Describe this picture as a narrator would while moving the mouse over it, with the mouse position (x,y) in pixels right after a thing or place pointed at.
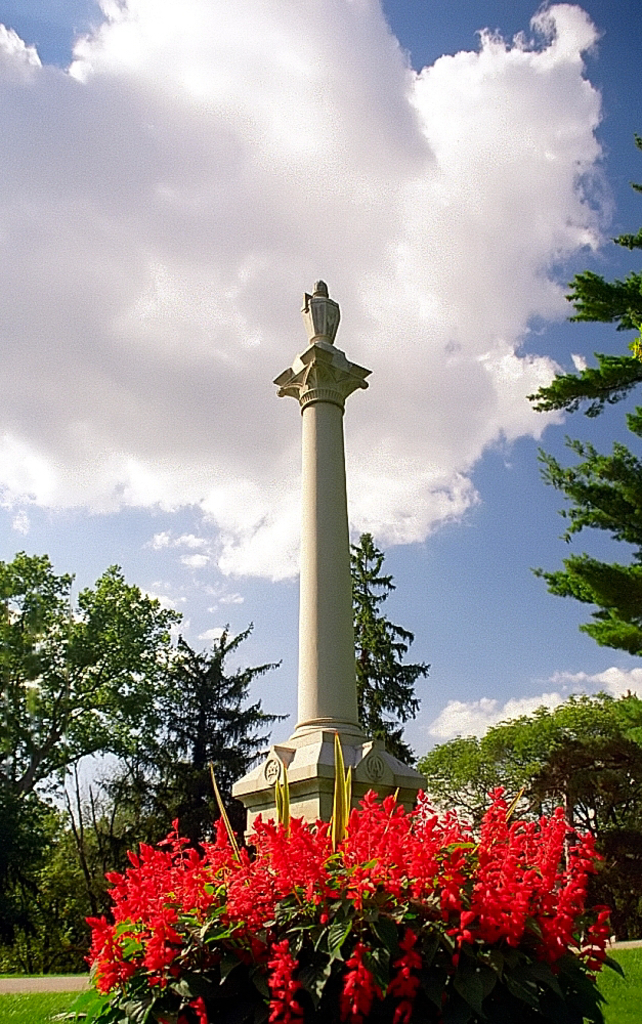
This picture is clicked outside. In the foreground (470,983) we can see the plants (310,947) and the green grass (609,998). In the center (332,358) we can see a pillar (339,373) and a sculpture (314,307) of an object (314,324). In the background (482,508) we can see the sky (495,455) with the clouds (166,300) and we can see the trees (176,761) and some other objects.
